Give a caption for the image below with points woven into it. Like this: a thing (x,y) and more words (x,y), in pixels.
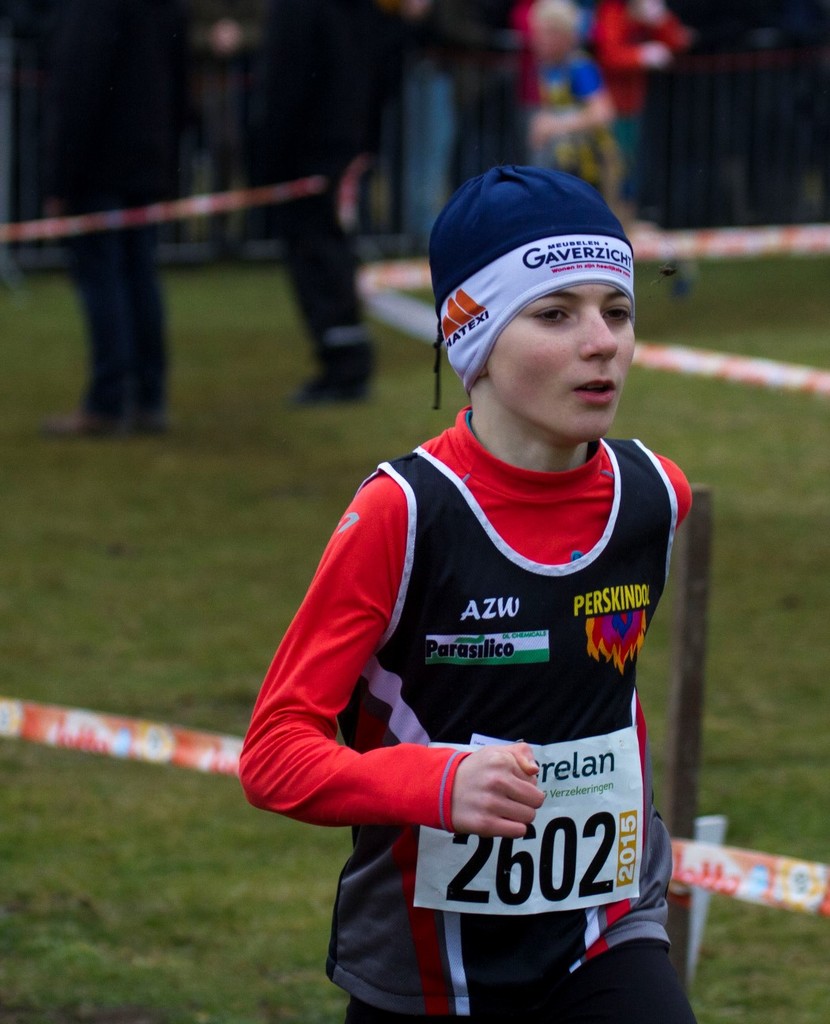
In this image in the foreground (447,505) there is one person (559,533) who is wearing a cap (566,219) and running, and in the background (408,225) there are rods (697,64) and tape (278,193) and some people (326,215) are standing. At the bottom (103,973) there is grass (103,973).
